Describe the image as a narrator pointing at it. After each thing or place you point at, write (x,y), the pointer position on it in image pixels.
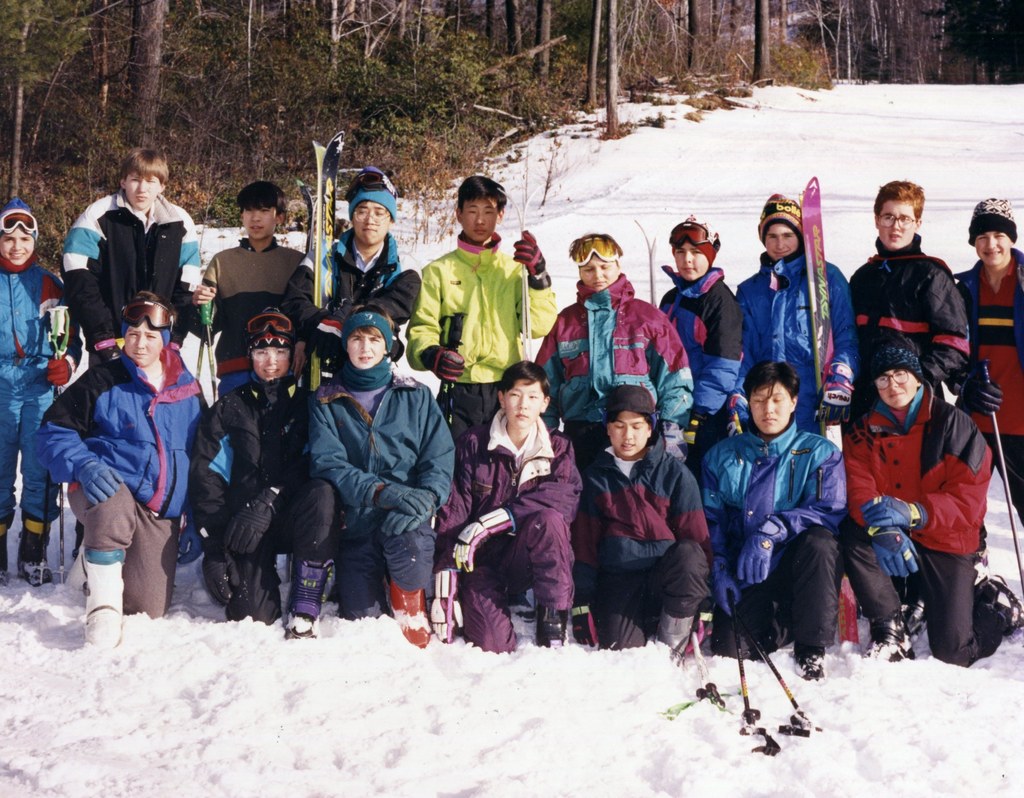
In this image we can see a group of people (602,451) and few people (981,343) holding some objects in their hands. We can see the snow (731,666). There are many trees (664,39) in the image.
